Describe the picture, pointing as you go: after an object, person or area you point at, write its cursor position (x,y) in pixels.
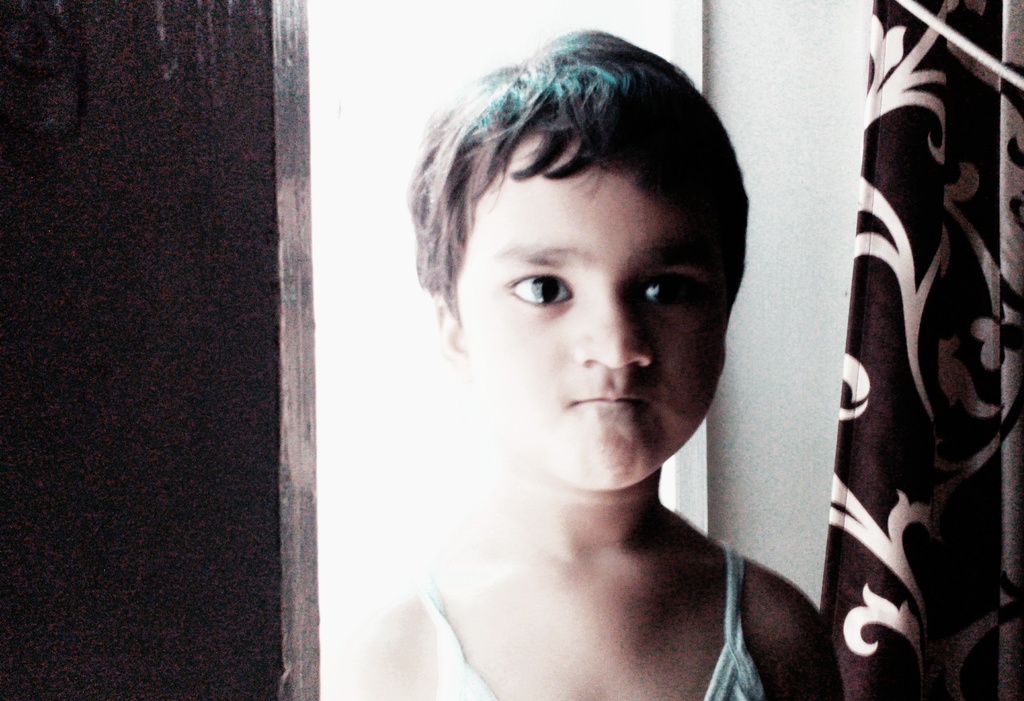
In this picture there is a kid (662,640) wearing blue dress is standing and there is a brown and white color curtain (925,331) in the right corner (929,335).
